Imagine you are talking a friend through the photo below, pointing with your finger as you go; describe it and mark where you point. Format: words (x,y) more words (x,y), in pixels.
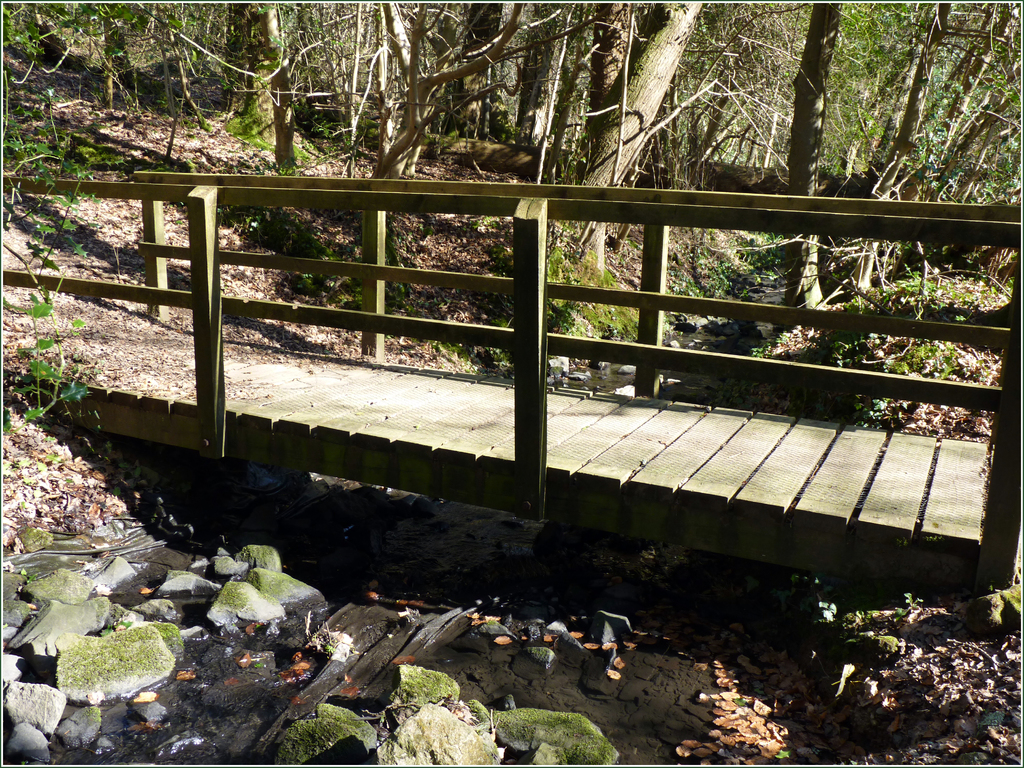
In this picture I can see the bridge (363,404) in front (450,426) and I see number of stones (302,591). In the background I see number of trees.
